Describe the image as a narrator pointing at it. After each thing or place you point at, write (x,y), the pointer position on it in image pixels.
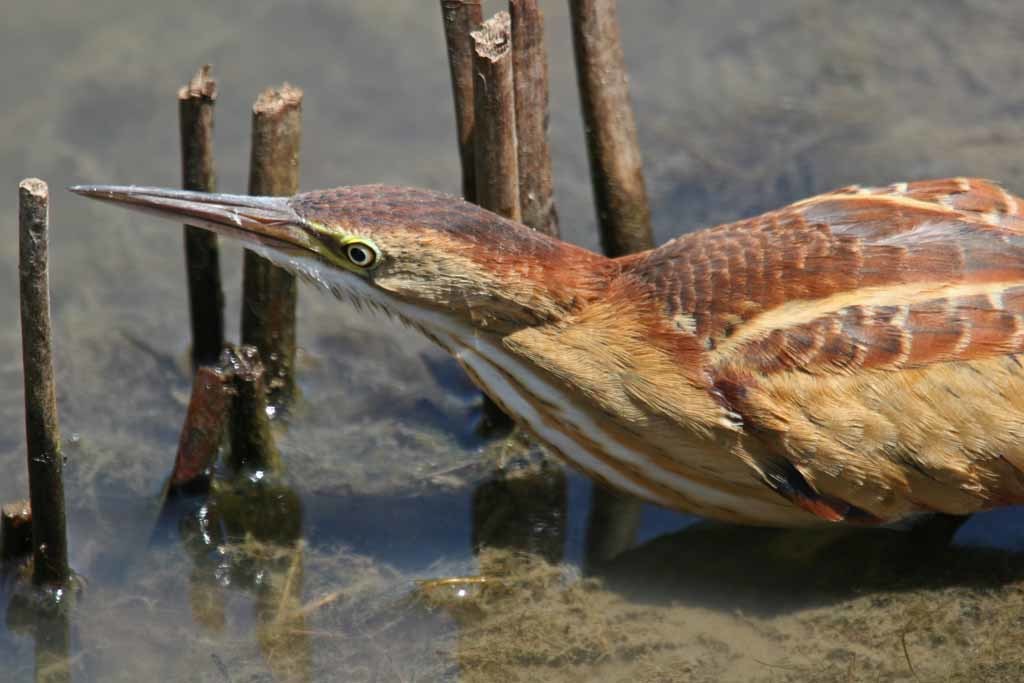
In this image on the right side (818,390), I can see a bird (596,376). I can see the sticks (253,309). In the background (658,140), I can see the water (388,566).
